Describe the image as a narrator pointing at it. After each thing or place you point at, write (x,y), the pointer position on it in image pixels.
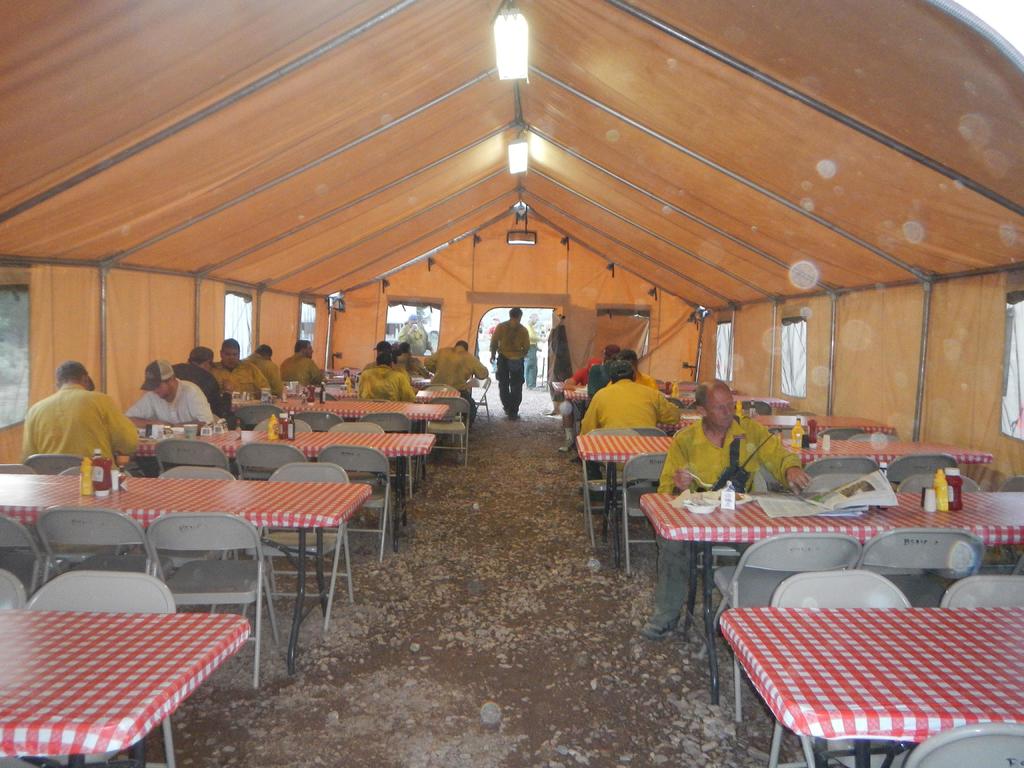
In this picture we can see a group of people (97,417) sitting on chairs (317,468) and in front of them on table (799,516) we have bottles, bowls (705,510), news paper (857,479), glass (927,490) and in middle (564,468) we have a path (526,515) where person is walking and in background (511,274) we can see tent (536,193), light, building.
